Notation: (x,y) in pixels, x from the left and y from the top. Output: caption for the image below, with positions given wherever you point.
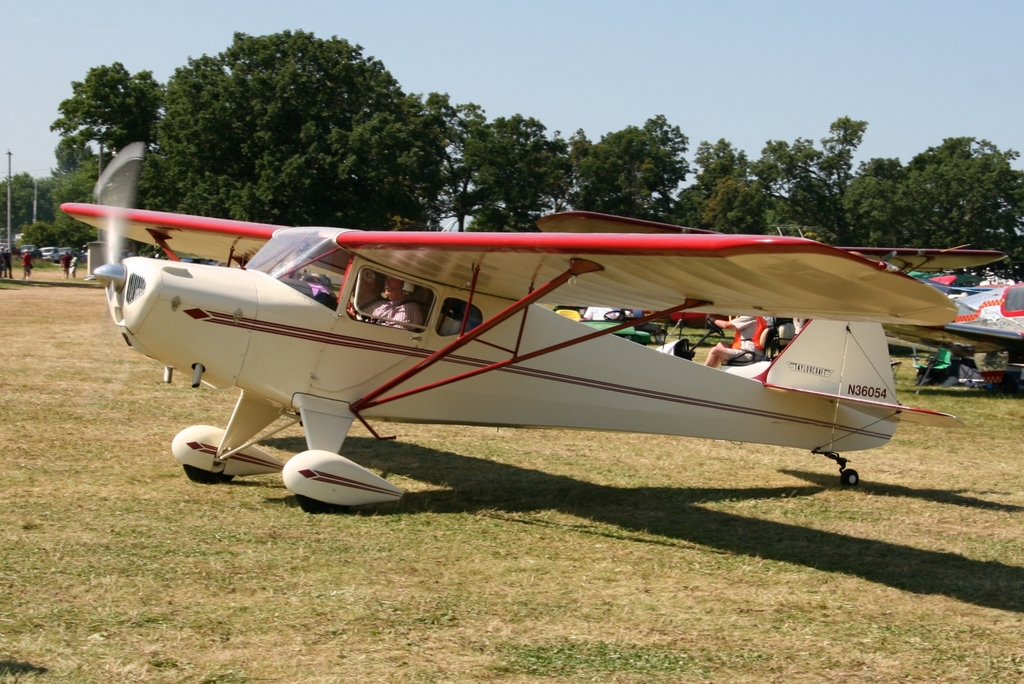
There is an aircraft (314,339). Inside that there is a person (417,304) sitting. On the ground (246,487) there is grass (497,475). In the back (566,9) there are many people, trees (469,199) and sky (565,34).
